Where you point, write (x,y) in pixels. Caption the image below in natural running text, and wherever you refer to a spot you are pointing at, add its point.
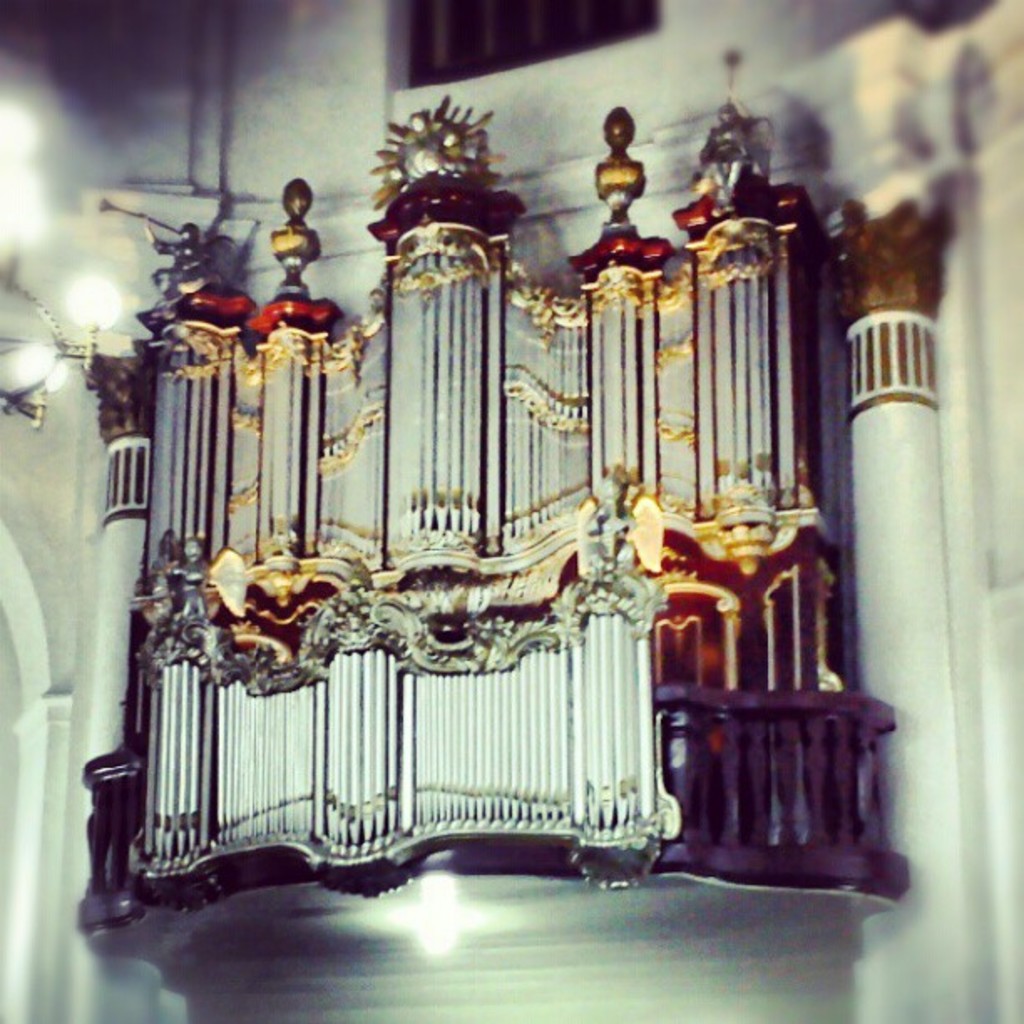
In this image we can see a structure (430,393) look like a sculpture (655,604) to the wall (568,160) and there are lights (84,347) in front of the sculpture (305,341).
